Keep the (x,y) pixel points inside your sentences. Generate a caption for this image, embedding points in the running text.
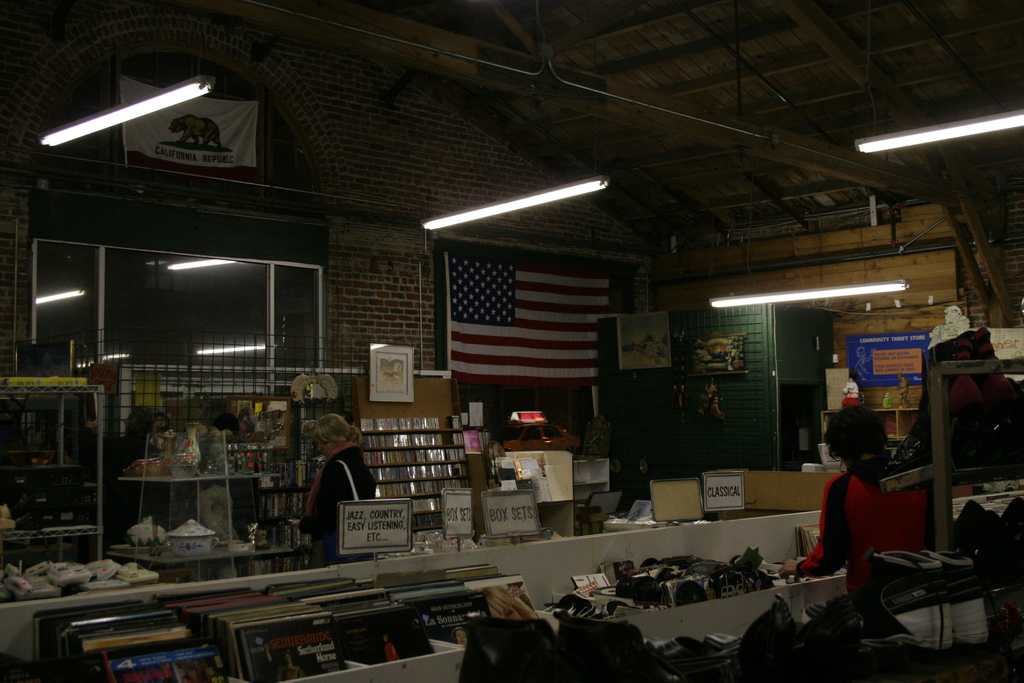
The image is taken in a room (182,247). At the top (108,120) there are lights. In the center of the picture (599,289) there are people (314,512), name boards (734,494), flag (486,330), flower vase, posters (719,369), shelves (73,529), cards (430,460), window (240,342) and many other objects (721,568). In the foreground (502,610) there are covers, cds (125,661), shoes (904,618) and other objects (737,563).
